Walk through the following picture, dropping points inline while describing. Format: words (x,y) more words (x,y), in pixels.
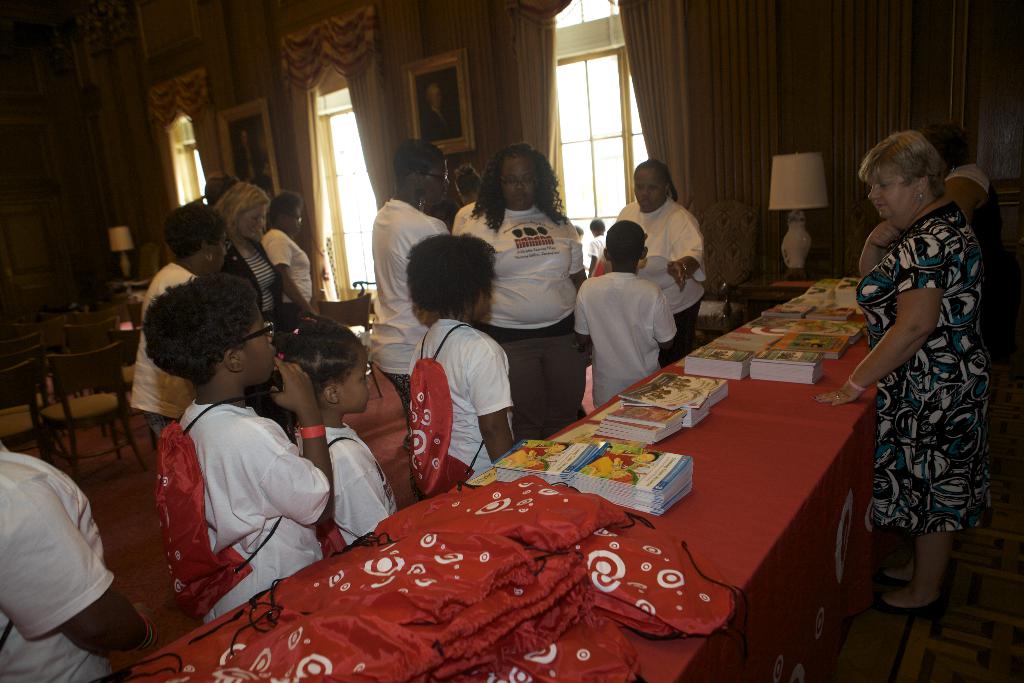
In this image i can see few persons (512,216) standing at the back ground (430,125) i can see a frame (424,81), a curtain (344,46), and a door (323,169) at the front of those persons (528,222) i can see few books (672,461) on a table (728,465) and a lamp (826,204).
